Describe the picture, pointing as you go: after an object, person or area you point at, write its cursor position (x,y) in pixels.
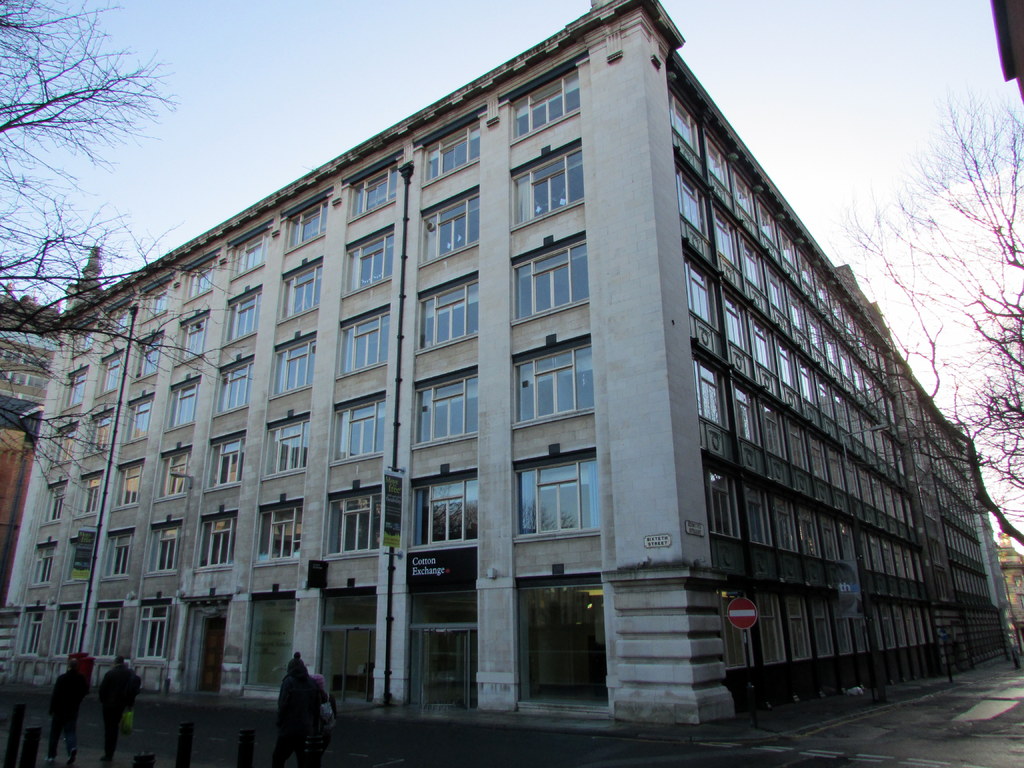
In this image there is a sky (298,76), there is a building (741,651), there is a signboard (740,605), there is a road (403,732), there are persons (312,699) walking on the road (98,705), there is a tree (24,328) towards the left of the image (44,280), there is a tree (985,396) towards the right of the image (1007,437).
